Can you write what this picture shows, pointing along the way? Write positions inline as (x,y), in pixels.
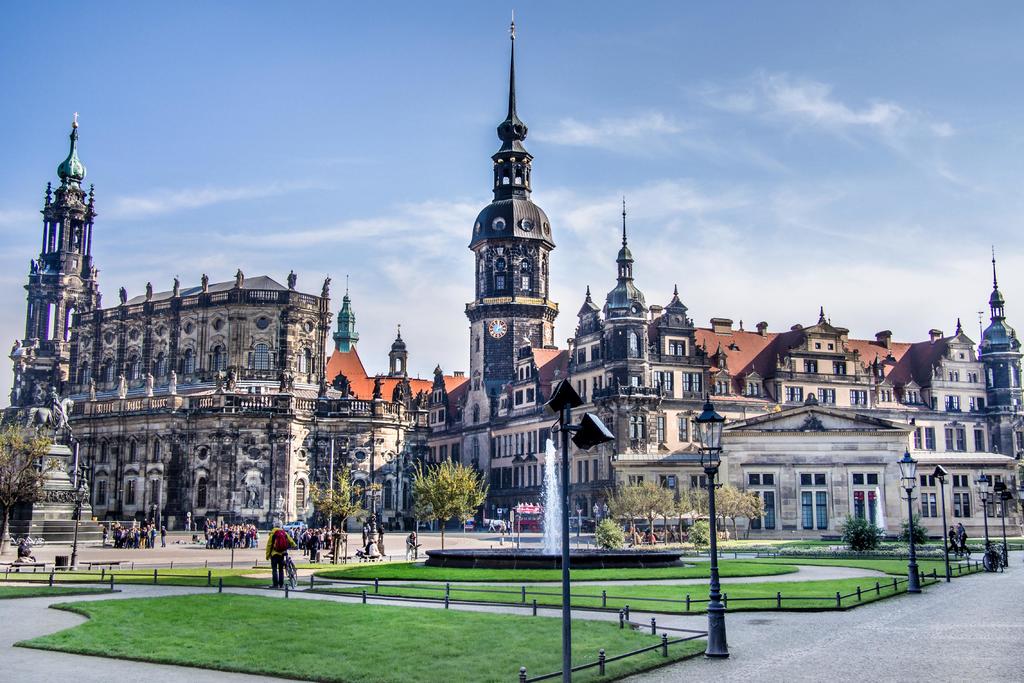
At the bottom of the image (445,664) on the floor (42,610) there are few places (76,578) with grass (237,626). Around the grass (926,562) there is fencing (686,598) and also there are poles (558,410) with lamps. And also there is a fountain (550,479). On the left side of the image (53,456) on the pedestal (53,472) there is a statue (51,426) of a person (58,406) sitting on a horse (45,417). In front of the statue (65,417) there are many people (122,536) standing. In the image there are few plants (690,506), trees (347,474) and bushes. In the background (345,398) there are buildings (938,419). At the top of the image (445,116) there is sky (634,161).
